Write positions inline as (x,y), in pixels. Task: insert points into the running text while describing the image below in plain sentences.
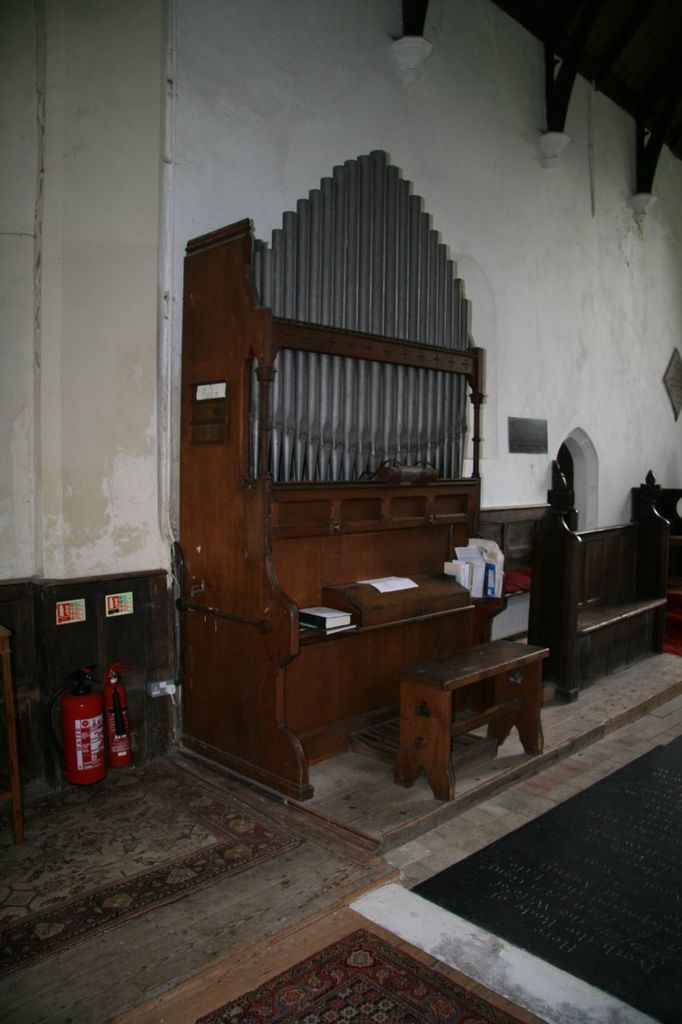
Here in this picture on the left side (87,707) we can see fire extinguishers (114,683) present on the floor (320,940) over there and beside that we can see a wooden pipe organ (286,612) on which we can see boxes (392,594), books (326,614) and papers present over there and in front of that we can also see a bench (469,652) present and beside that also we can see wooden structures (573,597) present over there and we can also see mats (216,1020) present on the floor (358,921) over there.
